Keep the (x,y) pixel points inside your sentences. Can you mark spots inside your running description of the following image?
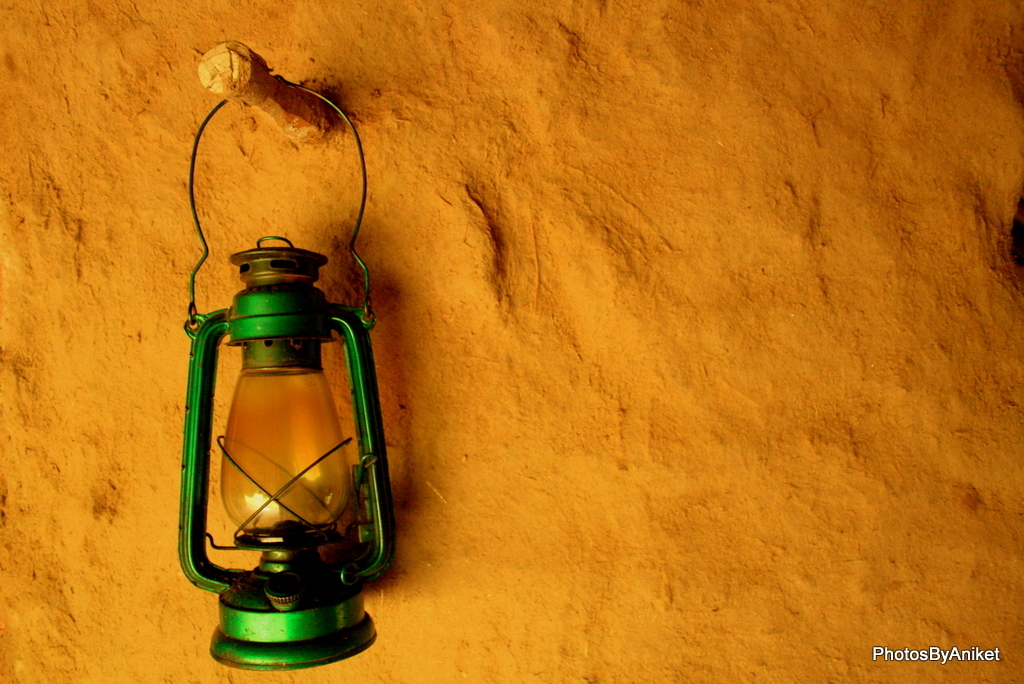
In the image I can see a hurricane lamp (264,629) which is hanged to the pole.
